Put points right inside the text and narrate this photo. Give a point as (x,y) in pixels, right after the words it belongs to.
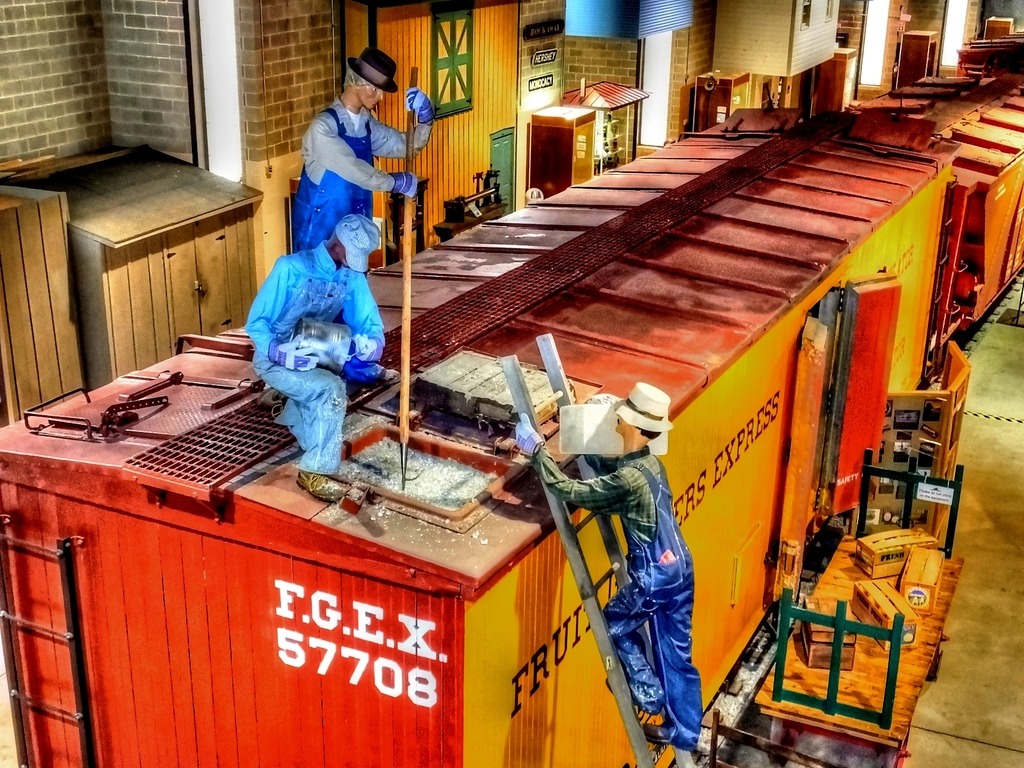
In this image, we can see a some train cars (755,177) and there are cupboards (691,105), lights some statues (416,192) and a wall (734,35).
